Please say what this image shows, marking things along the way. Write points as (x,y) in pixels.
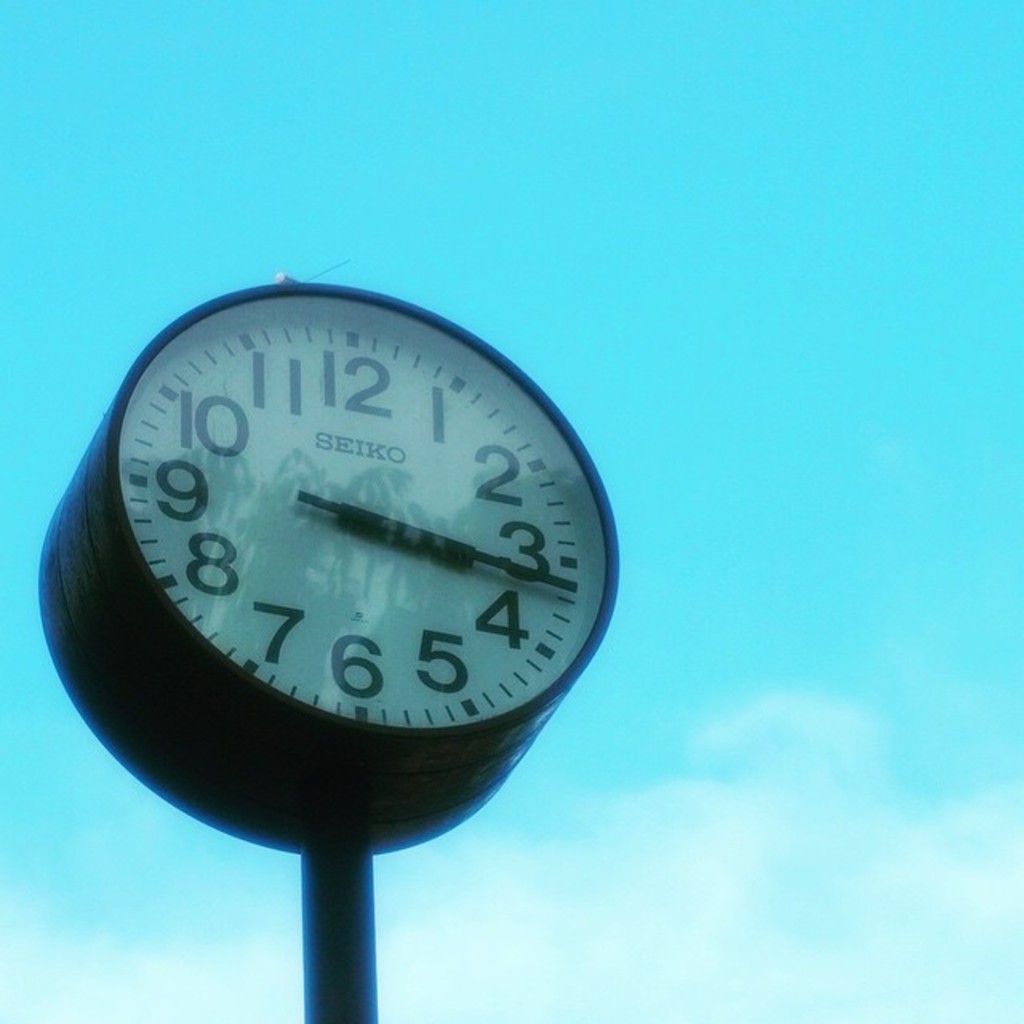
In this image there is a clock (419,527). In the background (773,357) there is the sky (791,739).
